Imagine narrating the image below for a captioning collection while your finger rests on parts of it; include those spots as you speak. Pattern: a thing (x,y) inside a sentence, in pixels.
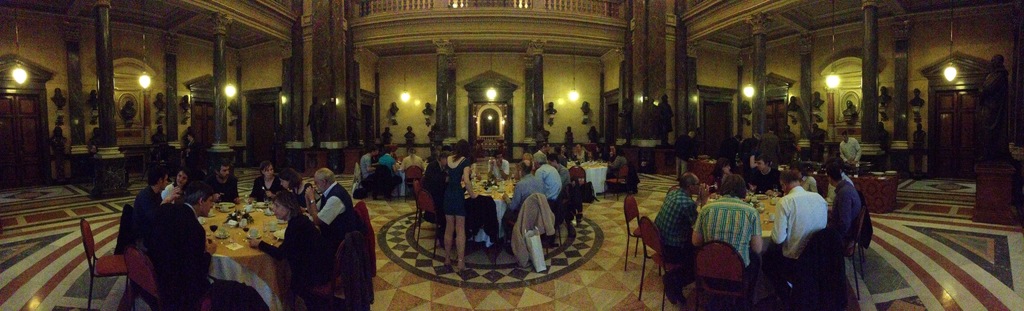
In the foreground of this image (504,221), there are persons (713,182) around the table (264,288) on which glasses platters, tissues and more objects (234,214) on it. In the background (419,120), there is a wall (415,113), lights (487,94), sculptures (313,117) and the doors (950,146) on the either side of the image.
